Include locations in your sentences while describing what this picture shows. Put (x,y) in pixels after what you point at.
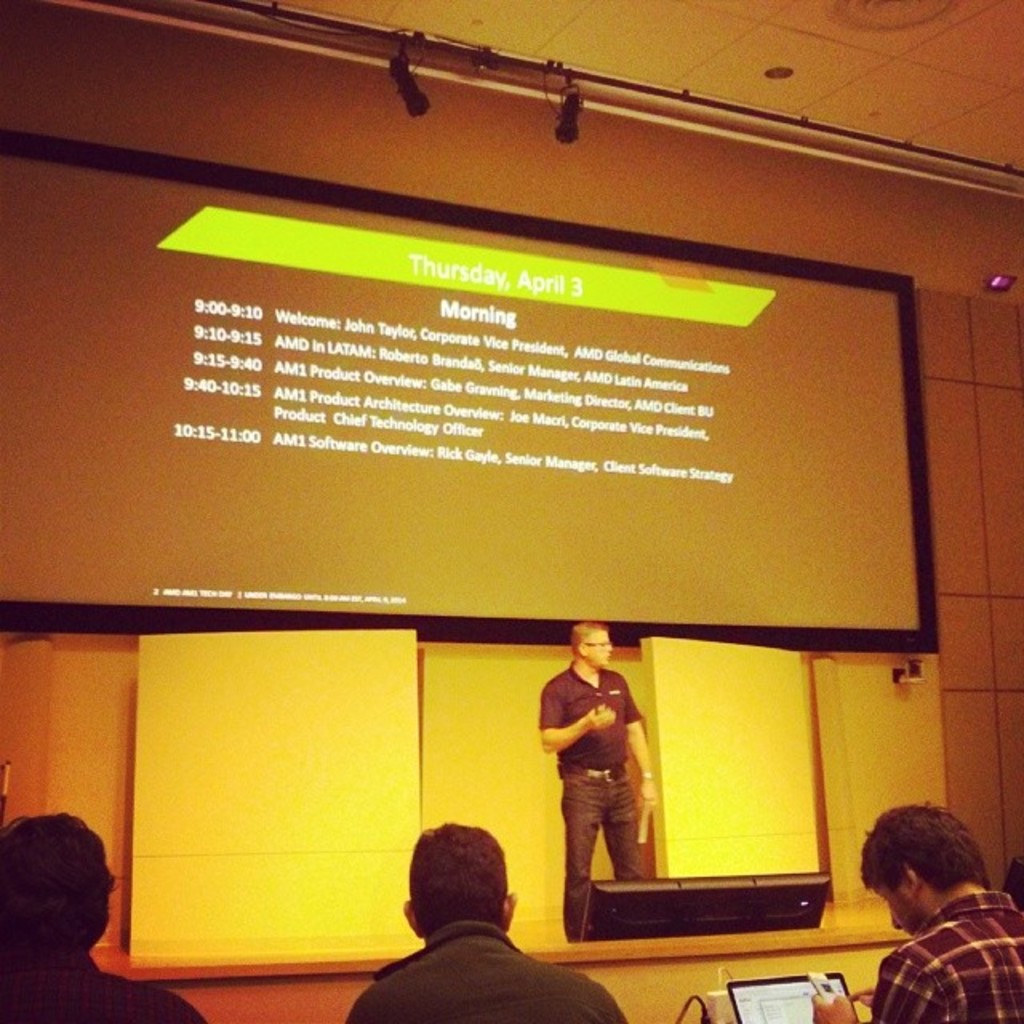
In this image, we can see a person (620,857) standing and holding an object (644,838). At the bottom of the image (62,991), there are wires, three persons (366,1007), screen (777,1010) and few objects (762,985). In the bottom right corner of the image (993,913), a person (951,902) holding an object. In the background (830,713), we can see wall (380,746), screen (691,488), lights (575,131), ceiling (765,60) and few objects (734,903).
